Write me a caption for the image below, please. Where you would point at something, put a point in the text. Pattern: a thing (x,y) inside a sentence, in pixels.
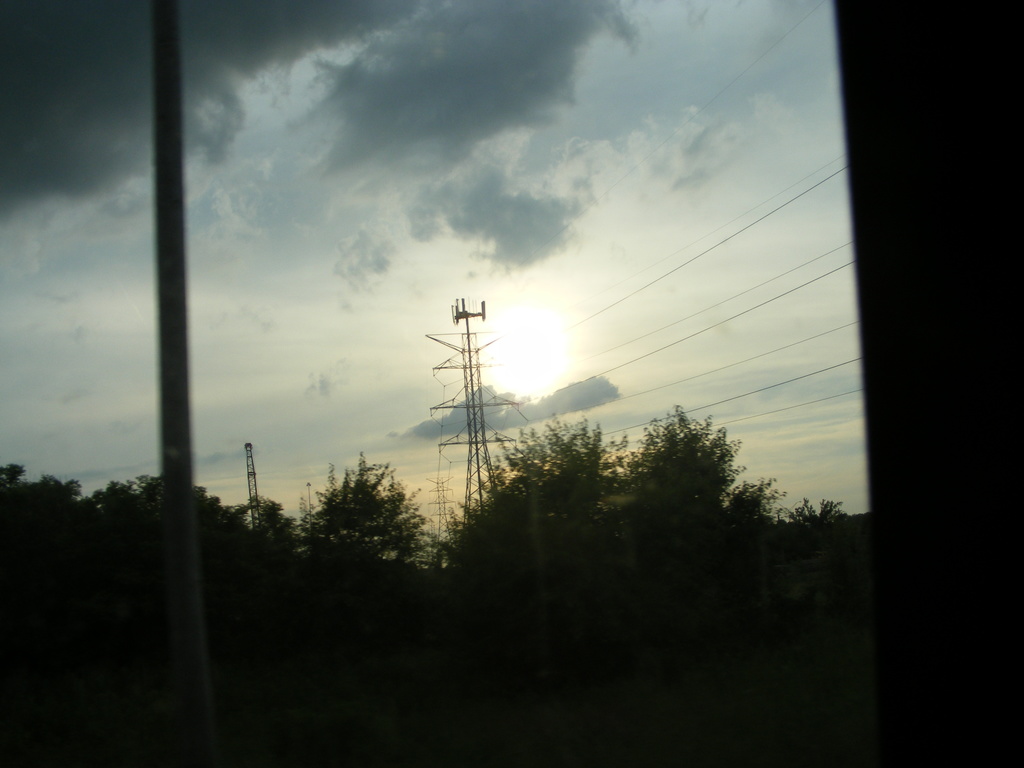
In this image we can see few trees (589,584), pole (171,135), towers (256,491) with wires (660,386) and the sky (659,284) with clouds (416,94) and sun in the background (621,293).
